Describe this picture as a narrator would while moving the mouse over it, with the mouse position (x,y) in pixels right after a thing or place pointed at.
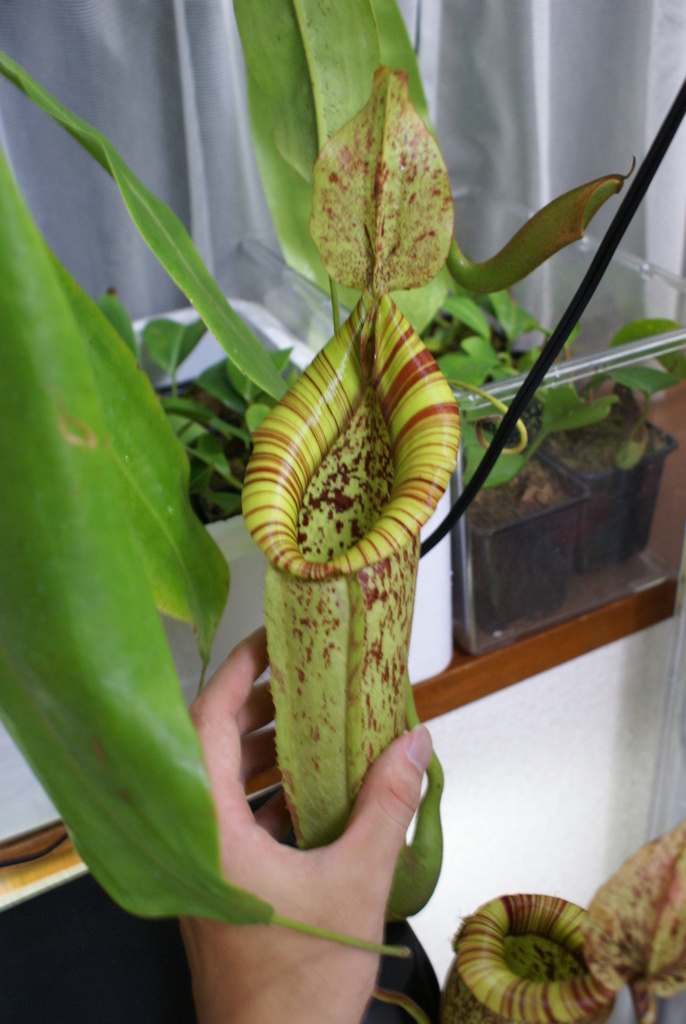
In the image there is a hand (293,948) of a person (233,783) holding the nepenthes (296,429). Behind the hand (271,992) there are tubs (205,360) with potted plants (206,504). Behind them there are curtains (555,50). At the bottom of the image (597,949) there is a nepenthes (502,978).
